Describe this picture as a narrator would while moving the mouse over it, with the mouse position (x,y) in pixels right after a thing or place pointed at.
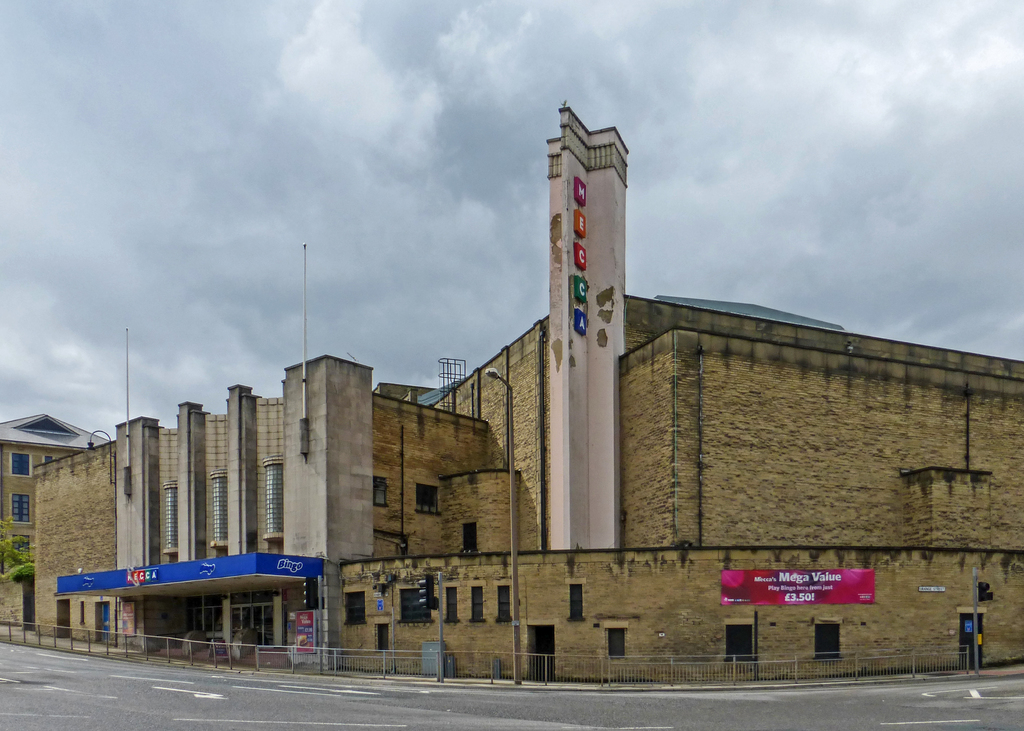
In this image we can see a road (390,695). Near to the road (447,699) there are railings (820,655). In the back (753,566) there is a building (525,487) with windows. Also there is a banner (778,595) with something written. In the background (279,165) there is sky (355,111) with clouds (626,53). And there is a light pole (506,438).
